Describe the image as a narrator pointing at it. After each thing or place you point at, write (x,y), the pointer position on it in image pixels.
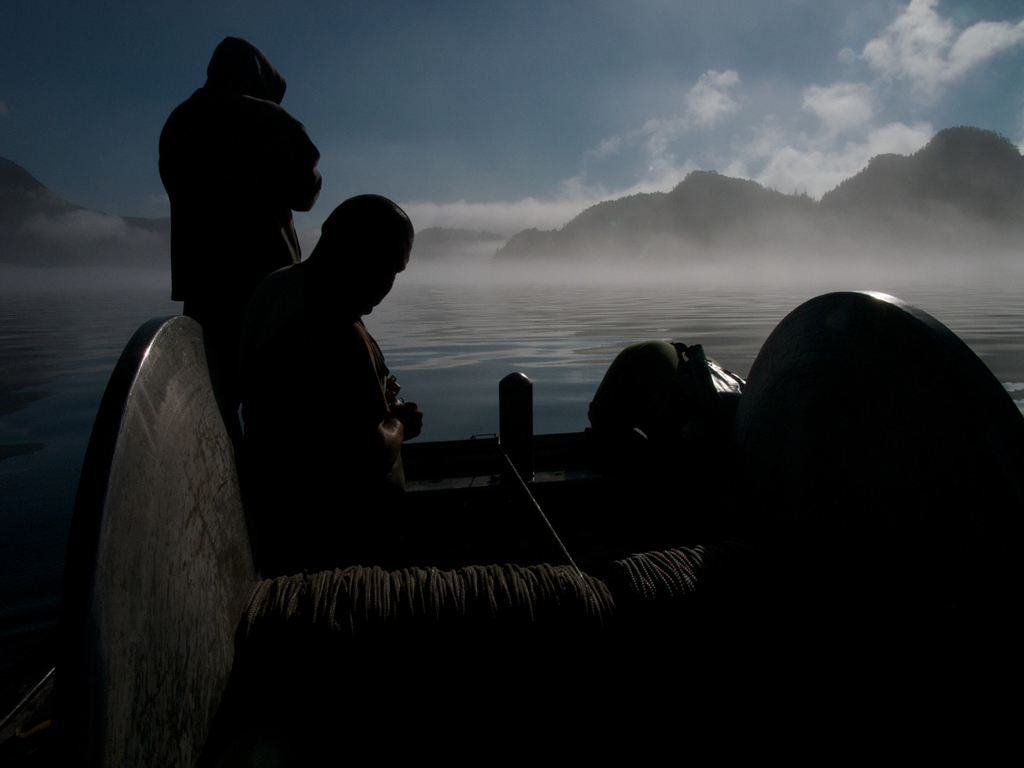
In the foreground of this image (279,565), it seems like there are two men (356,417) on a boat (410,671). In the background (508,311), there is water (553,304), mountains (542,234), sky (114,174) and the cloud (906,66).
